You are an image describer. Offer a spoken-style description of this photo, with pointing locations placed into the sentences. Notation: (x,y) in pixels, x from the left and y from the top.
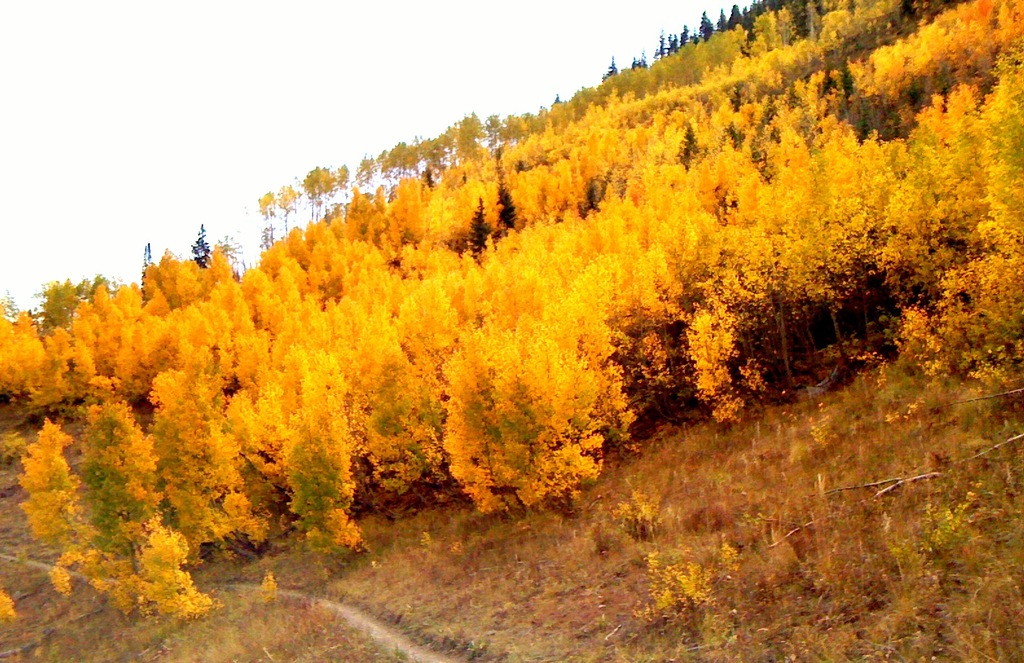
In this picture I can see yellow color trees (458,329), grass (627,533) and the sky (296,110) in the background (358,96).
